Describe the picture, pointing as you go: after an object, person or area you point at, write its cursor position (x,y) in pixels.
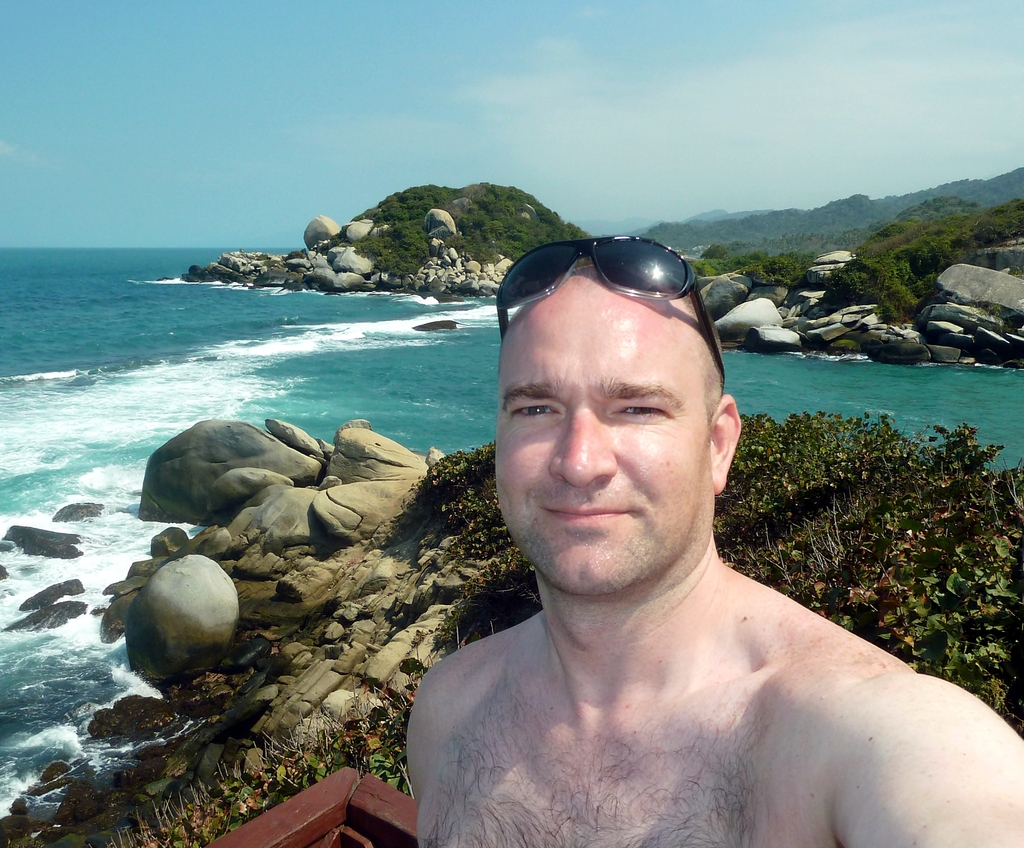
This image consists of a man (754,755). It looks like the image is clicked in a beach (193,596). At the bottom (221,694), we can see many rocks (300,530) and plants (967,657). On the left (67,433), there is water (111,269). In the background (338,241), there are many trees (769,240) and mountains (745,215).
